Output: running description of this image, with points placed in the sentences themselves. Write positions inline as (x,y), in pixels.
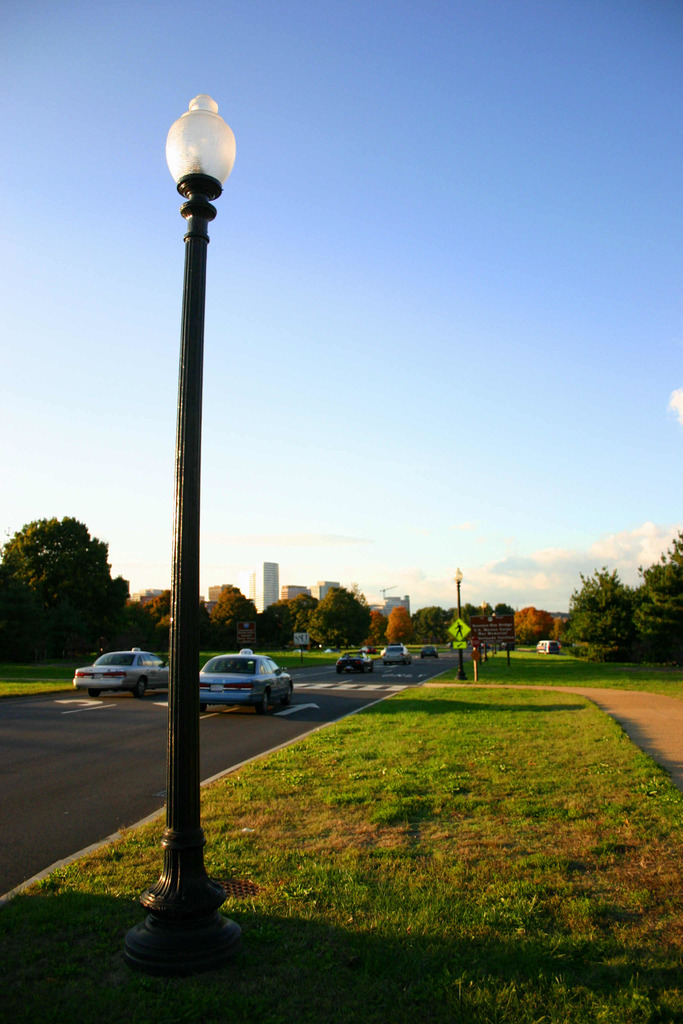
There is a lamp pole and grassland (216,842) in the foreground area of the image (240,792), there are vehicles (244,696), poles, buildings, trees (627,631) and the sky (515,589) in the background (515,613).
